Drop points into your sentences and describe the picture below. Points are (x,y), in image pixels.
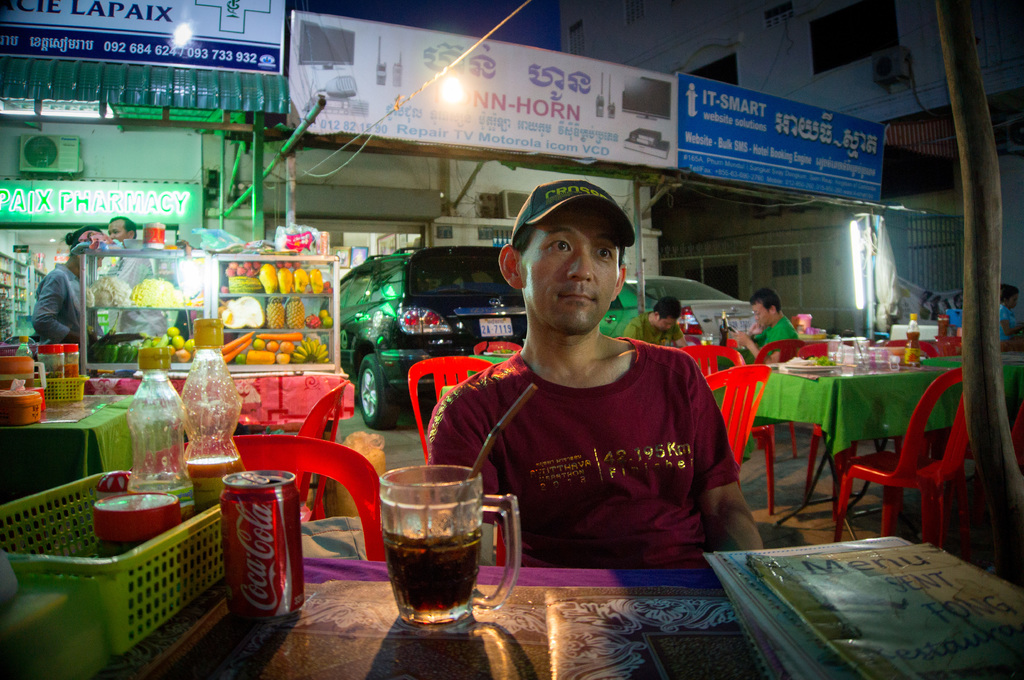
In this image, we can see few peoples (582,497) are sat. On the right side (700,504) and the middle. On the left side (71,304), few are standing. Here we can see fruits (298,288). There are few tables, chairs (888,511). We can see tin (251,522), bottles (220,445), juice (392,549), basket (193,566). There are so many tables (777,416) in this image. The background (452,303), we can see vehicles (458,281), some stalls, boards (760,131), building (708,57), sky (517,39), light (452,95), wire (458,59).
